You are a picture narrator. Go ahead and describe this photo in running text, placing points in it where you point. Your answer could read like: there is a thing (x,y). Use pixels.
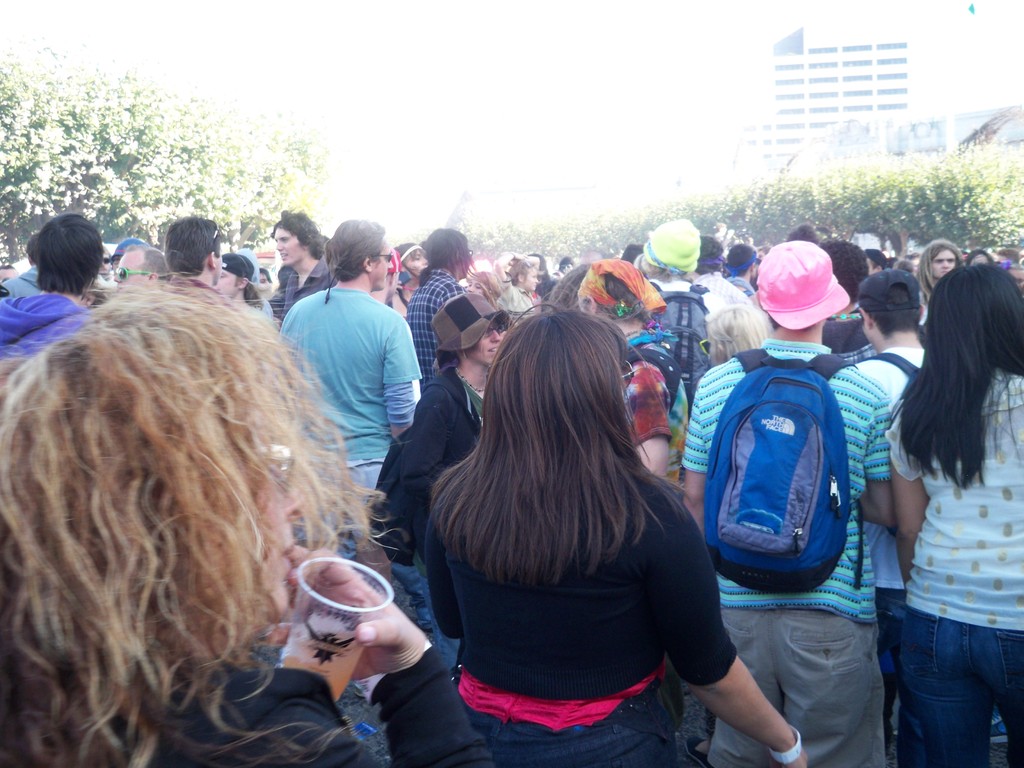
In this image, we can see group (383,375) of people standing. On the left corner (73,406), we can see a woman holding glass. In the background (846,219), we can see some plant (841,219), trees (878,218), buildings (782,40). At the top (714,121), we can see a white color.
